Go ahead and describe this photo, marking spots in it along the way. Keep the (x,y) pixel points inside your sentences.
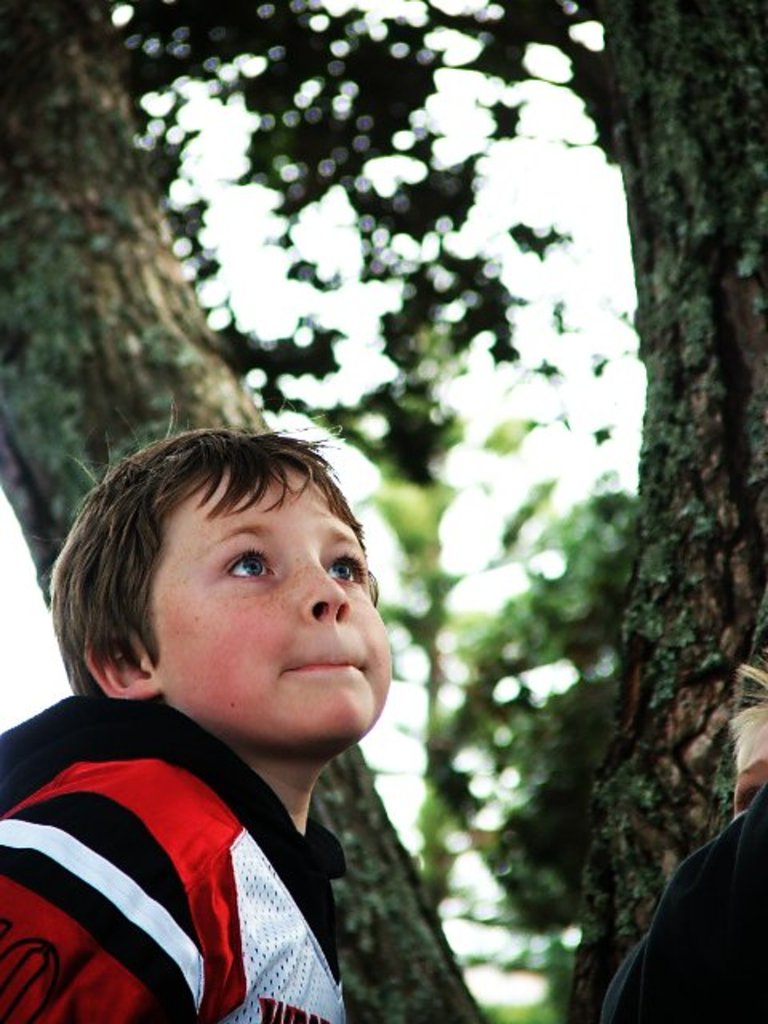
This picture is clicked outside the city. On the left (242,570) there is a kid (235,677) wearing red color dress (211,847) and seems to be standing on the ground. On the right corner (724,892) there is another person (672,885). In the background (628,341) we can see the trees (703,365).
